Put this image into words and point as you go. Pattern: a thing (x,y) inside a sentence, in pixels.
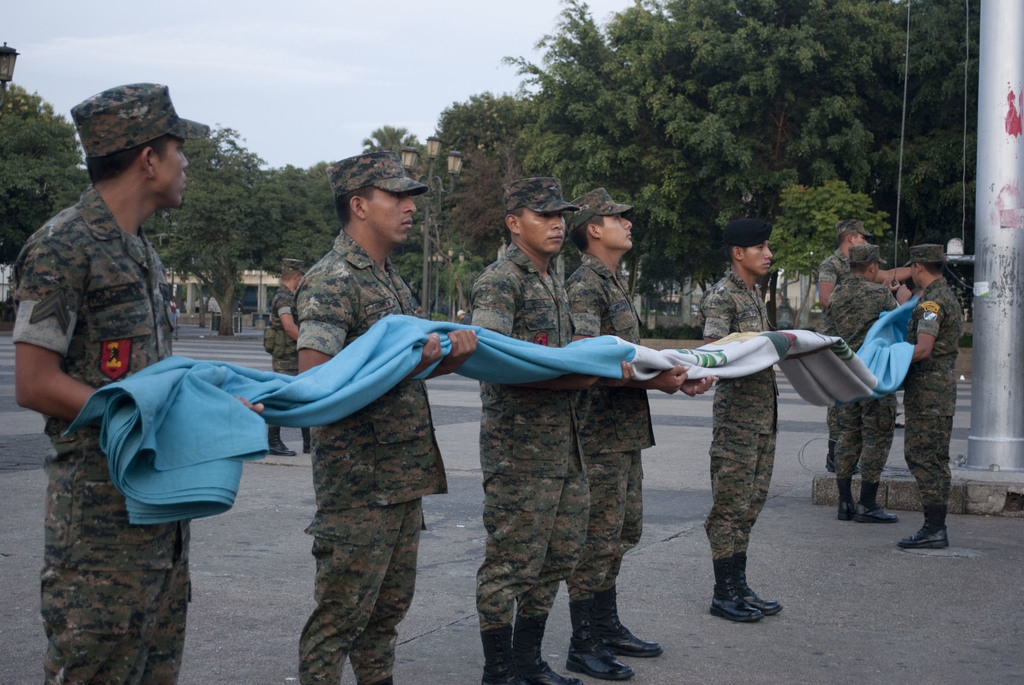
In this image there are some persons (555,385) standing and holding a flag cloth (840,351) in middle of this image (614,363) and there is a flag pole (992,258) at right side of this image (986,272) and there are some trees (464,249) in the background (449,237) and there is a current pole (429,272) in middle of this image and there is a sky (292,57) at top of this image (292,64).
